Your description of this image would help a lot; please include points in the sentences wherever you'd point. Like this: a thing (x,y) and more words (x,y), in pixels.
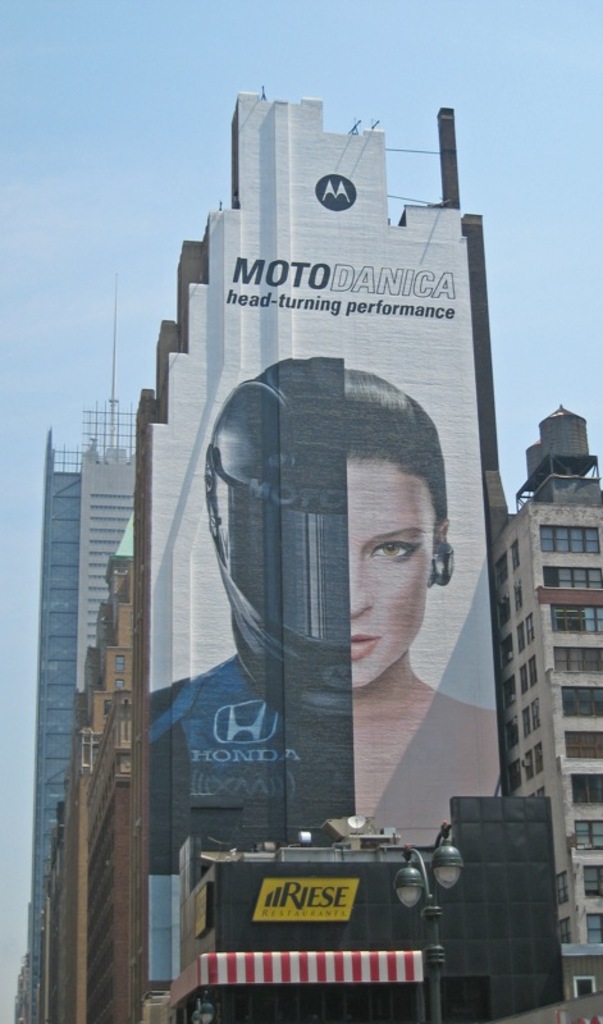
In this picture we can see buildings (574,724), there is a hoarding (353,598) in the front (329,557), at the bottom (414,878) there is a pole (440,988) and lights (451,876), we can see a depiction of person (372,554) and some text (426,292) on the hoarding (319,258), there is the sky (134,70) at the top of the picture (134,70).
